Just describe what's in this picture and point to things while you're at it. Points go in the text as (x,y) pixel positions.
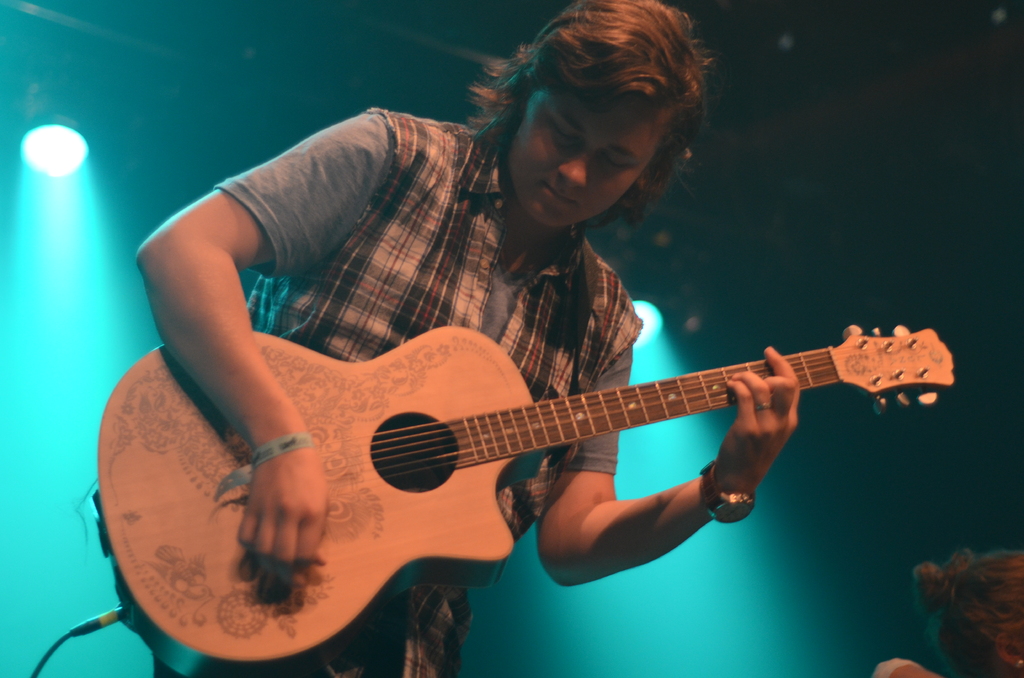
In this picture a man (454,295) is playing guitar (500,393) in the background (59,178) we can see couple of lights (64,138).
